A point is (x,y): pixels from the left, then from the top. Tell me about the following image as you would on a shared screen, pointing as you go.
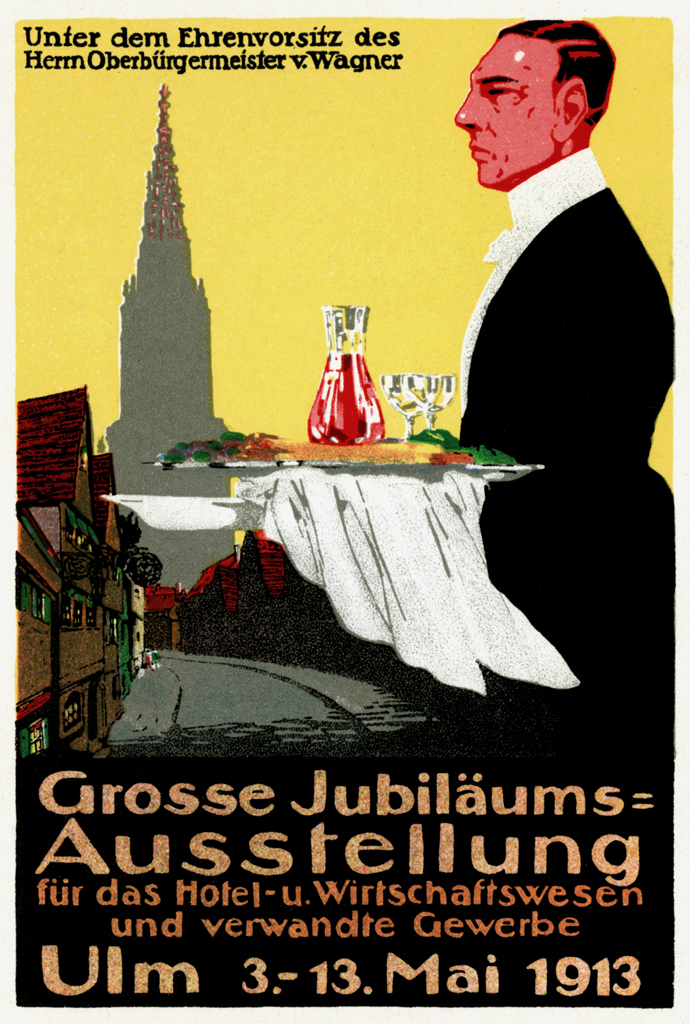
In this picture I can see the depiction image and I see a man (536,219) who is wearing formal dress (574,284) and I see that he is holding a thing (268,470) on which there is a jar (344,390) and 2 glasses (385,381) and I see the white color cloth (329,501). I can also see number of buildings (109,683) and the path (232,702) and I see that there is something written on the bottom (385,880) and top of this picture (124,32).
